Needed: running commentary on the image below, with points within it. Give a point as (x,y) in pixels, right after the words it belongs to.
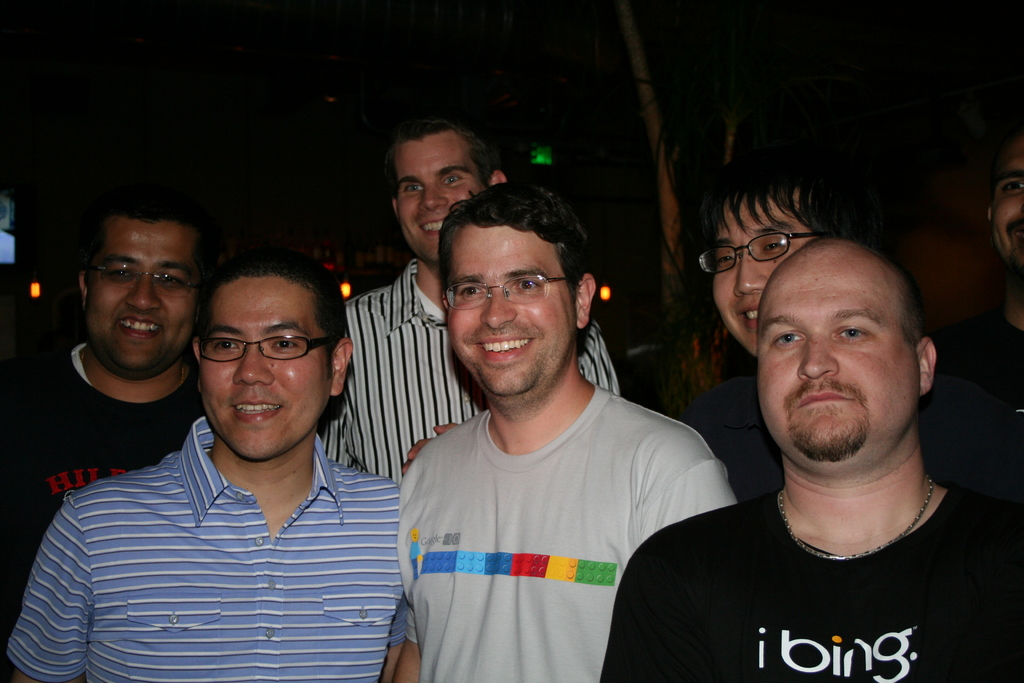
In this picture there are people (381,359). In the background of the image (349,181) it is dark and we can see tree (730,54) and lights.
